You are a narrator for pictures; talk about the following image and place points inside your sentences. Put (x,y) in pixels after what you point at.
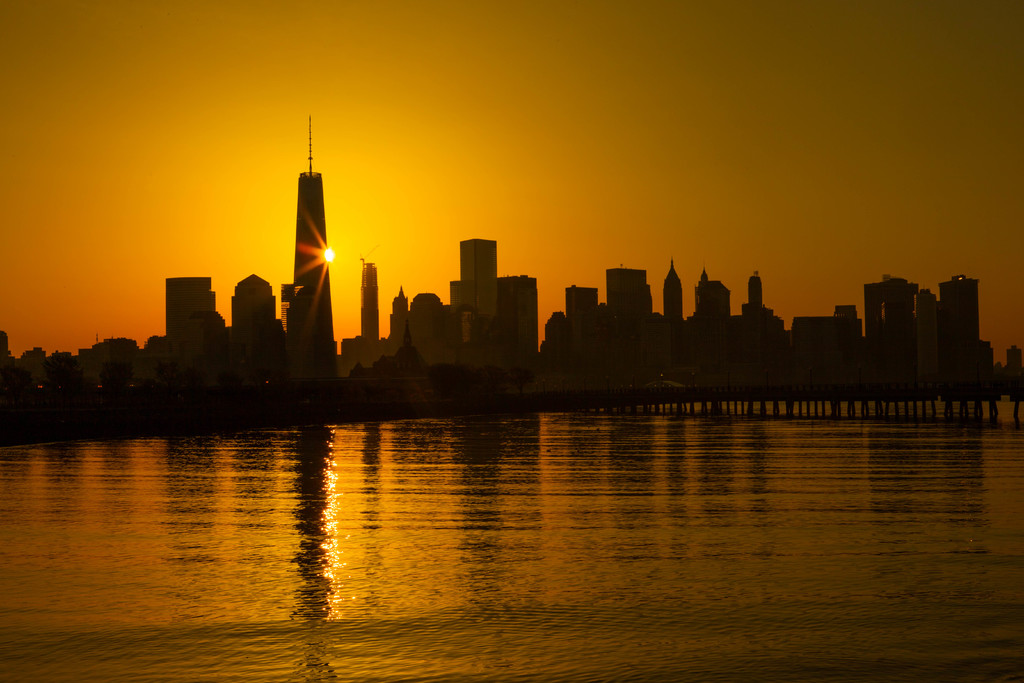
This image consists of water (274,577). In the background (306,293), there are buildings (476,267). In the middle (352,233), there is a sun (324,251) in the sky (570,136).
